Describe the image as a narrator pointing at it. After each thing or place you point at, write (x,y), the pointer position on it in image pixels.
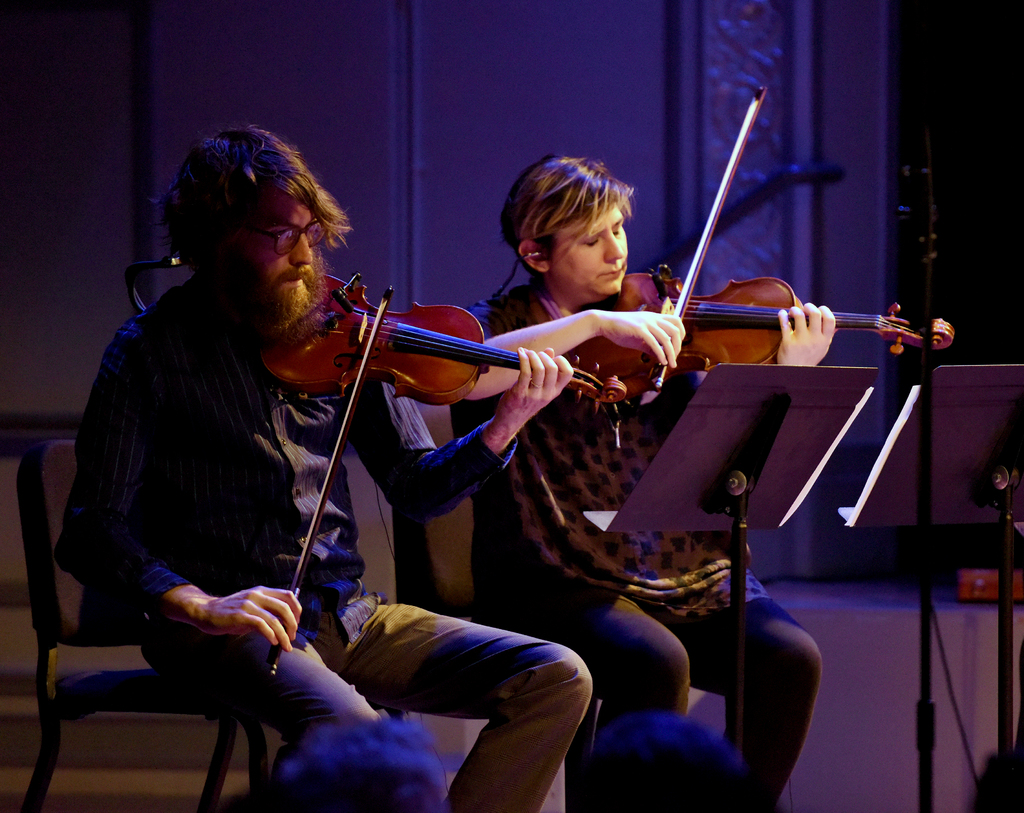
In this picture we can see a man (265,489) and a woman (572,399) sitting on chairs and playing violins (351,372), on the right side (743,493) there are two stands (800,489), in the background (505,189) there is a wall (459,120).
